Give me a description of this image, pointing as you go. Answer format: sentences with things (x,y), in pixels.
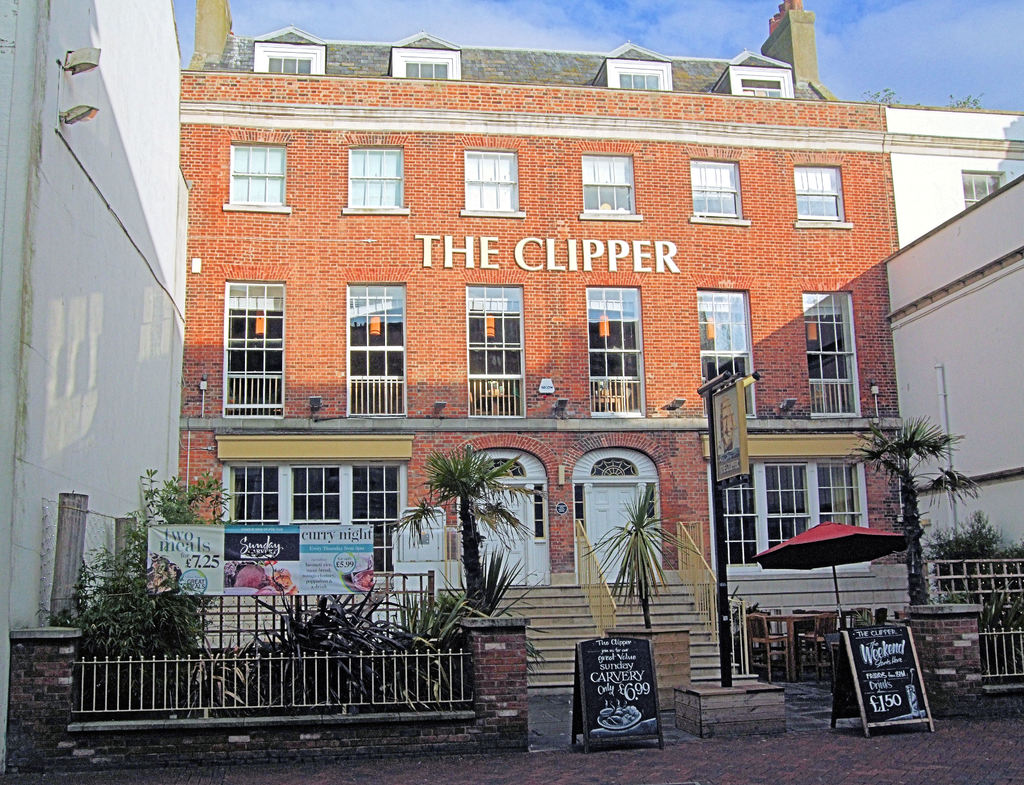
In the picture, it is a restaurant (580,318) and there are many windows (619,355) and two doors (494,541) to the restaurant (556,401), outside that there are few trees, some boards (877,662) and there is a white fencing (384,703) in front of the restaurant (664,523).
